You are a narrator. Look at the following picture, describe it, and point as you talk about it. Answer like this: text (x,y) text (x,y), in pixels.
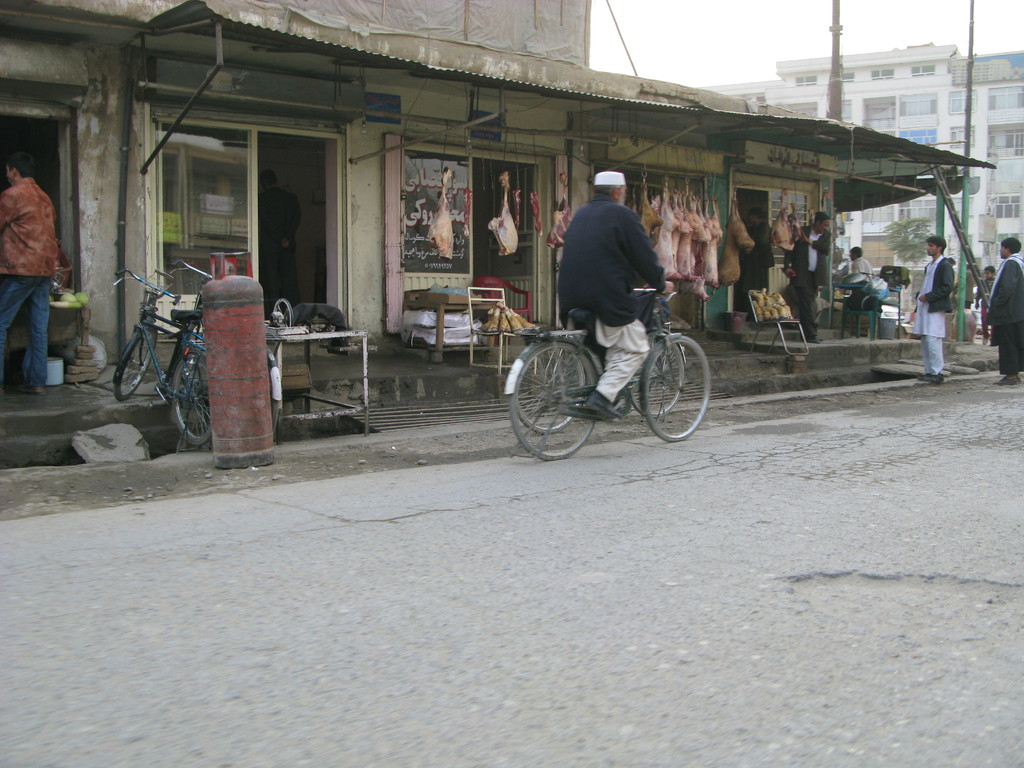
A man (641,344) is riding bicycle (535,349) on the road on the left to him there are mutton chops (691,204) and meat (514,232) outside of the shops (529,253). In the background (819,280) we can see few people (921,289) on the road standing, buildings (909,112), sky (703,58), poles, tables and doors (246,248).
